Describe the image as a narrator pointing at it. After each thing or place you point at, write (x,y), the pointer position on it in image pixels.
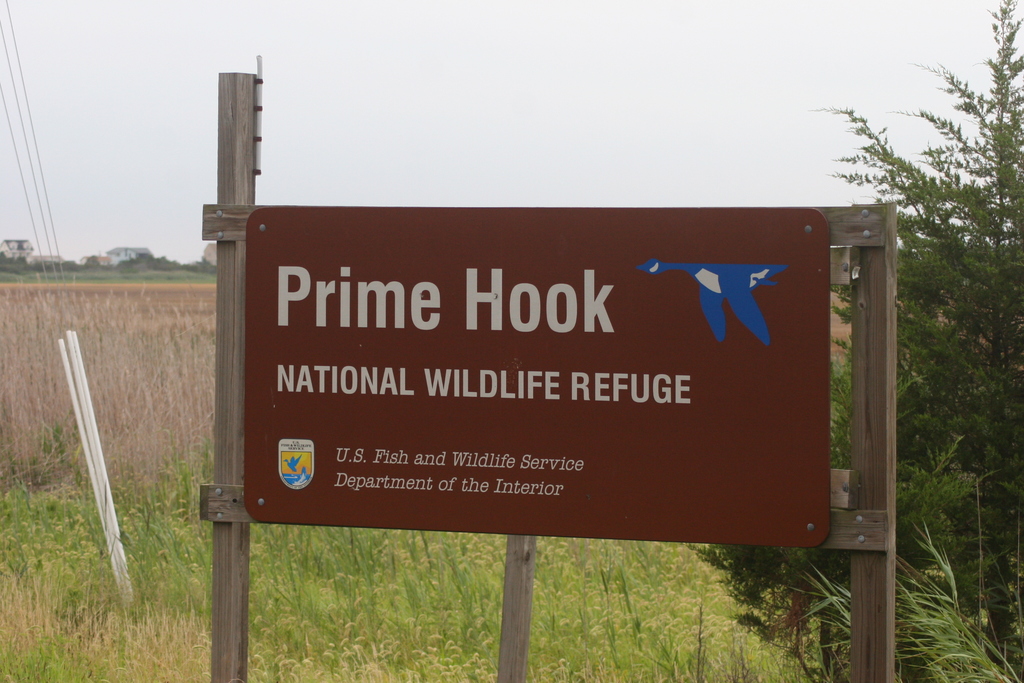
In the center of the image (561,318) we can a board (657,415). In the background (146,375) we can plants (166,464), buildings (115,254) and sky (769,152).
